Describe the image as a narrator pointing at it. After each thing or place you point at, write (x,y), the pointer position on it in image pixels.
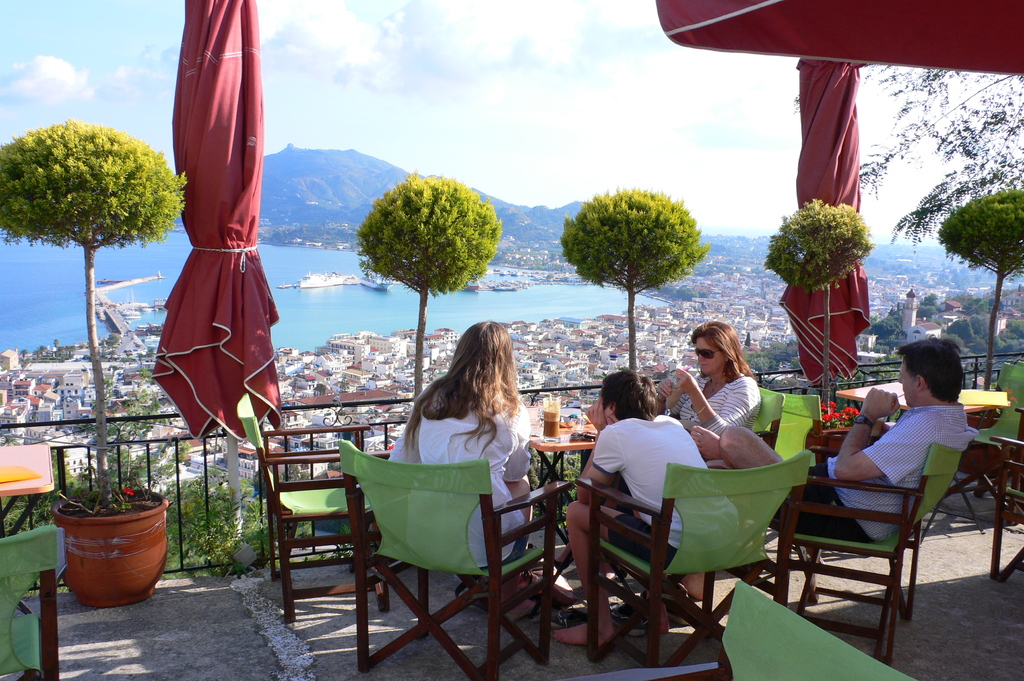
Two women (520,429) and two men (631,395) are sitting in chairs (429,488) at a table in restaurant (361,441). There are few plants (140,470) beside them. The city (781,349) is appearing vast in their back. There is a sea (282,257) and a hill (365,163) in the background (357,173). The sky (580,198) is partly cloudy.
